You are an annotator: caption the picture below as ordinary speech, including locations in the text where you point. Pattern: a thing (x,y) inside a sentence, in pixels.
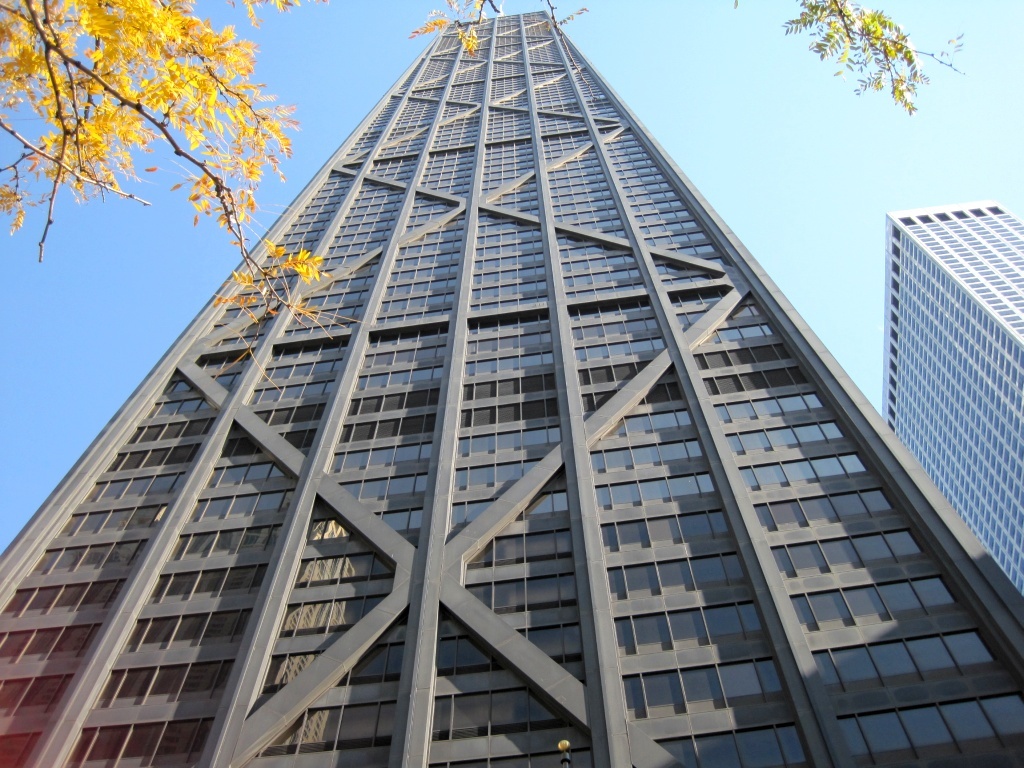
In this image we can see the buildings (457,463). In the background (196,269), we can see the sky (843,127). At the top of the image (876,32), we can see leaves (896,27) and stems (22,137).
